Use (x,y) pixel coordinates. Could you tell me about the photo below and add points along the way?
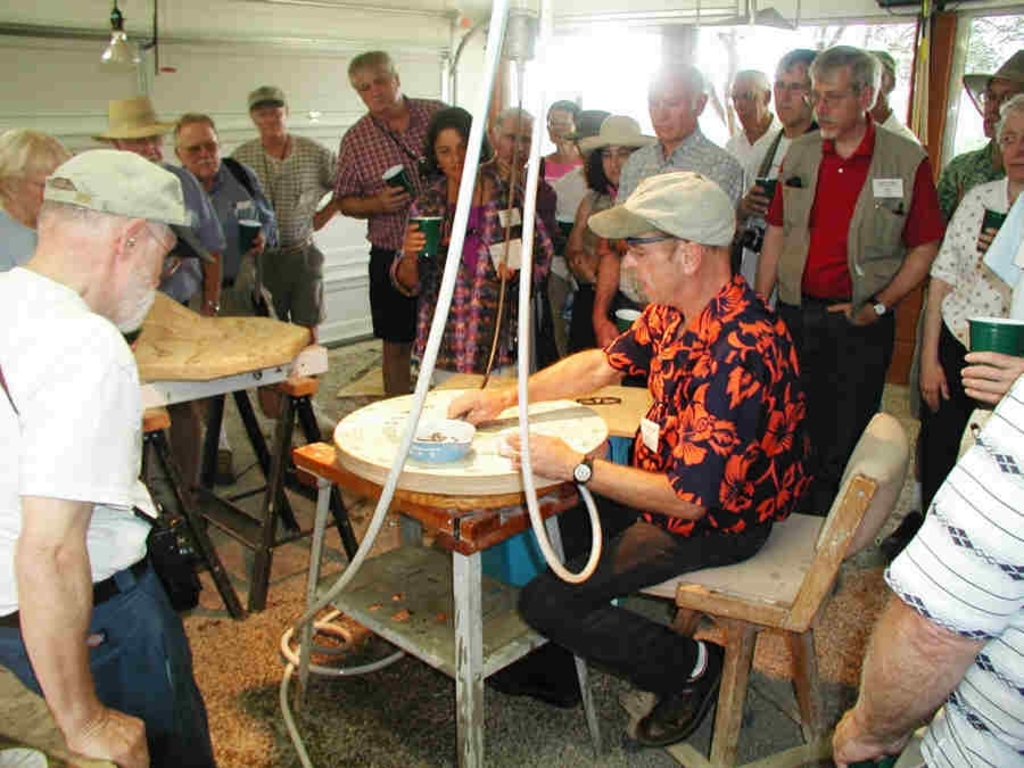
This picture shows a group of people (779,287) standing and a man (593,360) seated on a chair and he has a bowl (460,450) in front of him.
